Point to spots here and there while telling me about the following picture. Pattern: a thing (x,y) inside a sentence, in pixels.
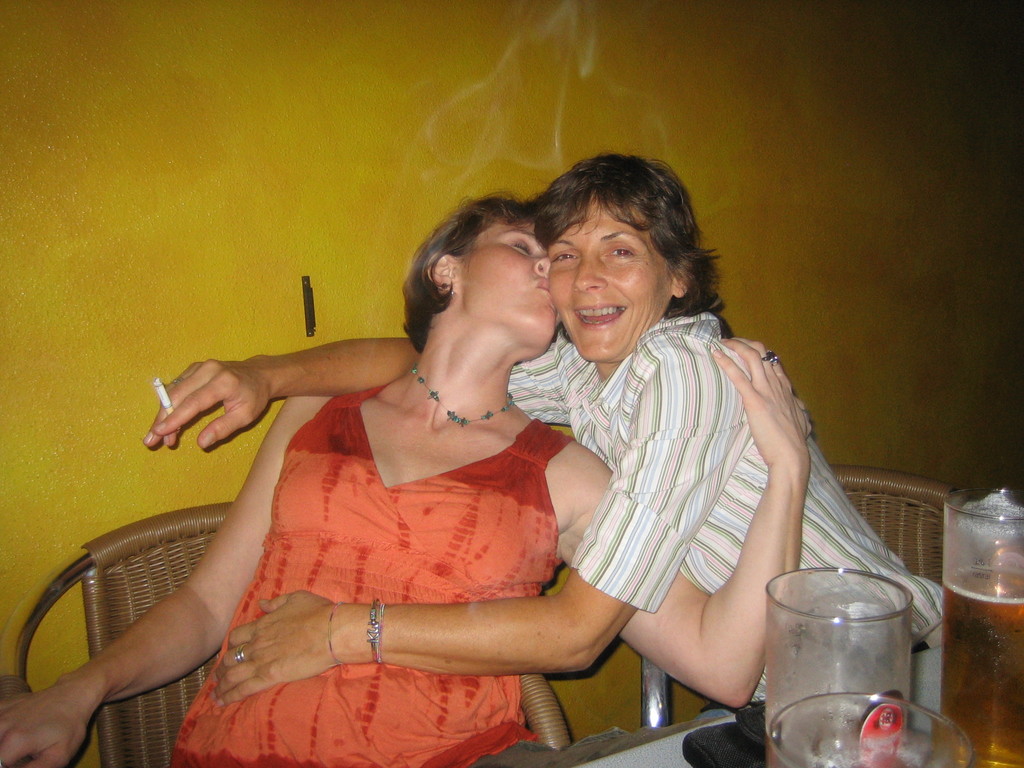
In this image, we can see a few people (487,531) sitting on chairs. We can see a table (676,746) with some objects (885,629) like glasses (1015,555). We can also see a black colored object (717,764). We can see the wall (820,380).
